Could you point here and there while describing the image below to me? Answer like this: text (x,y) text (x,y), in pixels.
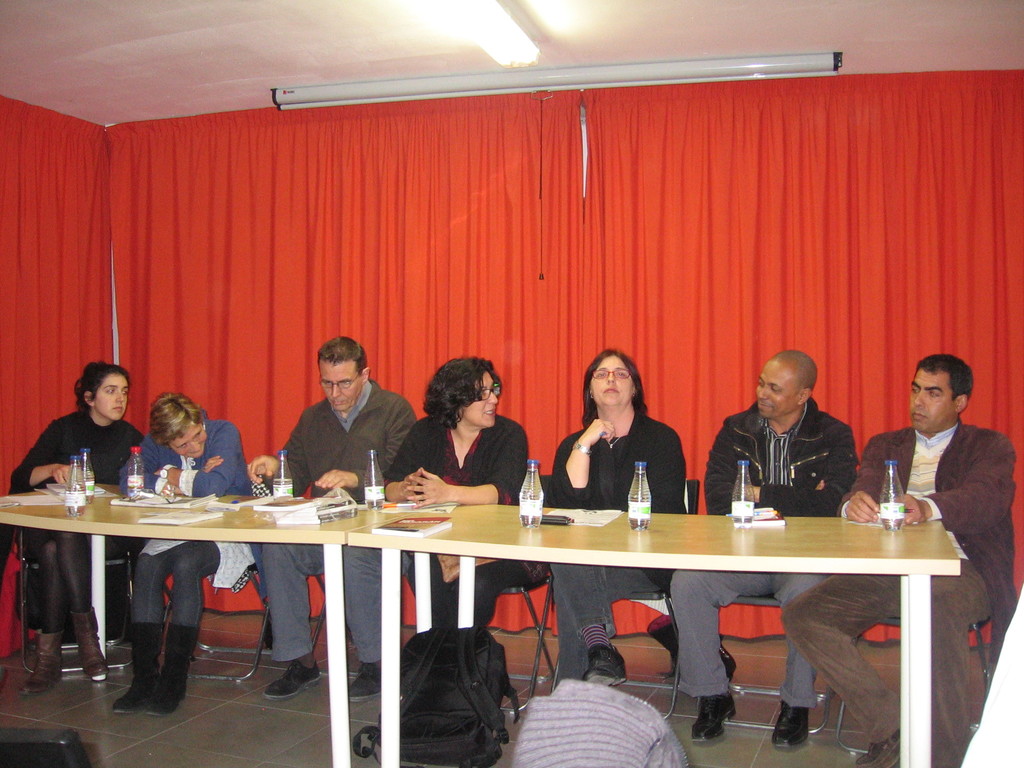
Here we can see a group of people (655,432) sitting on chairs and there is a table (627,559) in front of them and each of them have bottles (373,486) in front of them behind them there is a red curtain (654,319) present.
